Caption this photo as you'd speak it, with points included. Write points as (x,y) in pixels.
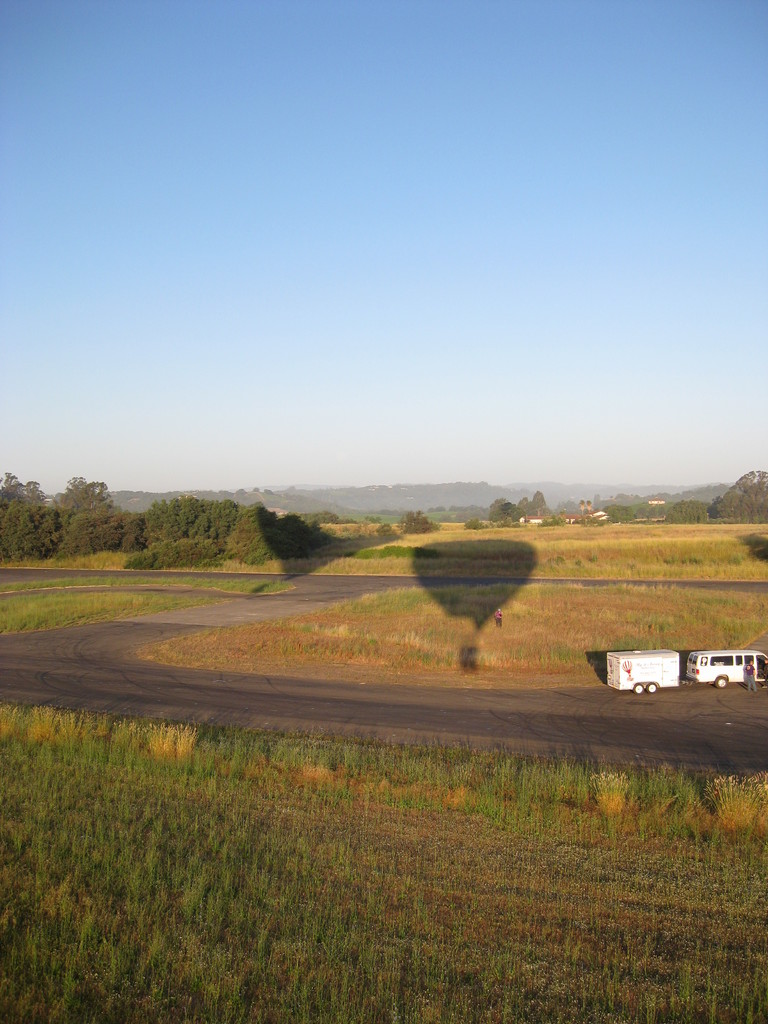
In this image in the center (264,621) at the bottom (618,777) there are some plants (391,791) and road (381,724), and in the background (176,566) there are mountains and trees (16,554) and buildings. And in the center (444,590) there is a shadow (460,606) of hot air balloon (470,608), at the top (493,187) there is sky (481,205).
